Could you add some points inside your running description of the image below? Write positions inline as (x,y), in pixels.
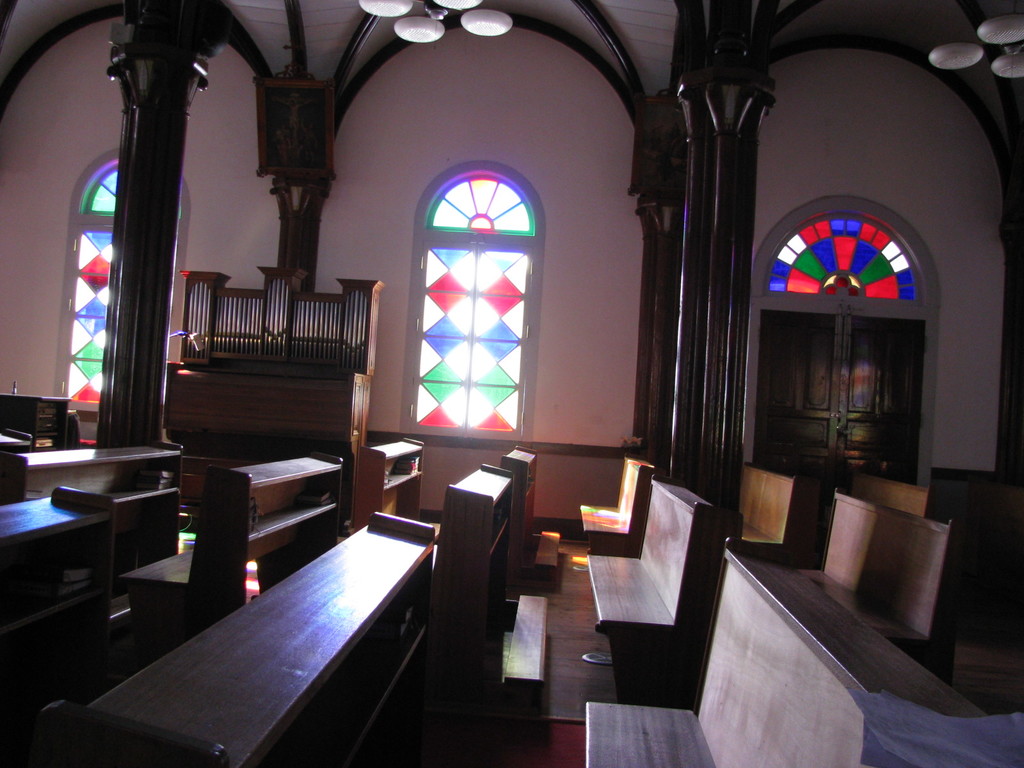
This is a room (544,260). In this room (341,446) there are many benches (618,584) and desks (276,583). In the back (496,244) there are pillars (131,285), cupboards (342,350) and windows (450,324) with colorful glasses (435,313). Also there is a door (847,324). Above that there is a window (864,268) with colorful glasses (813,259). On the ceiling (553,12) there are chandeliers (945,47).
